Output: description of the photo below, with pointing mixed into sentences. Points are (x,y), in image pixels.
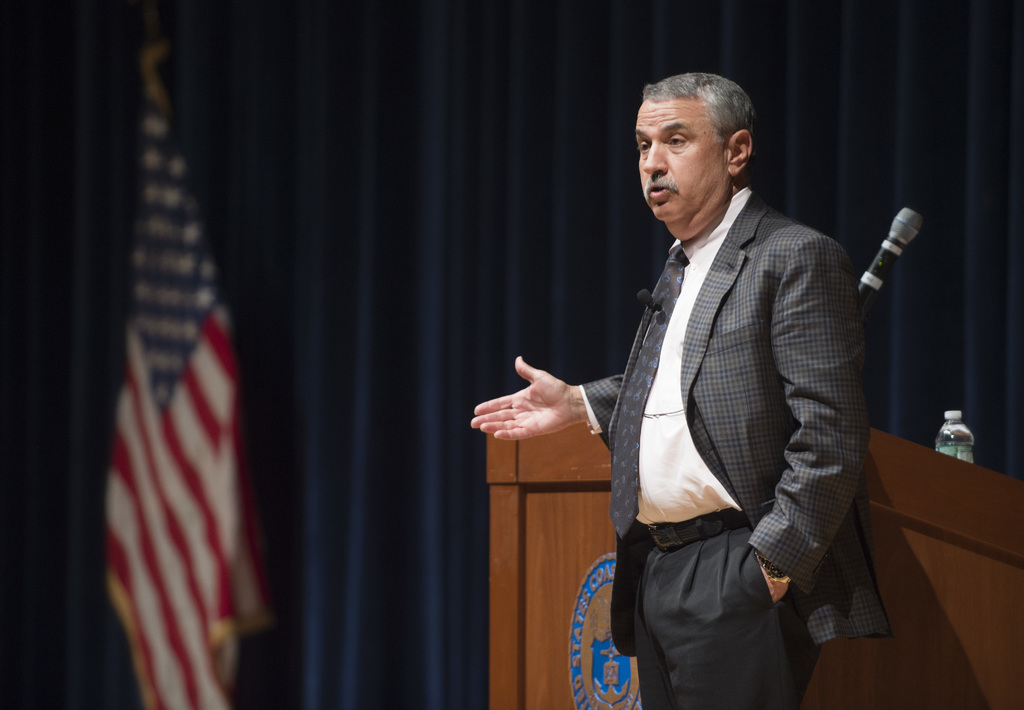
In this picture I can see a man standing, there is a mike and a water bottle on the podium (523,449), there is a flag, and in the background (569,173) there are curtains (357,227).
